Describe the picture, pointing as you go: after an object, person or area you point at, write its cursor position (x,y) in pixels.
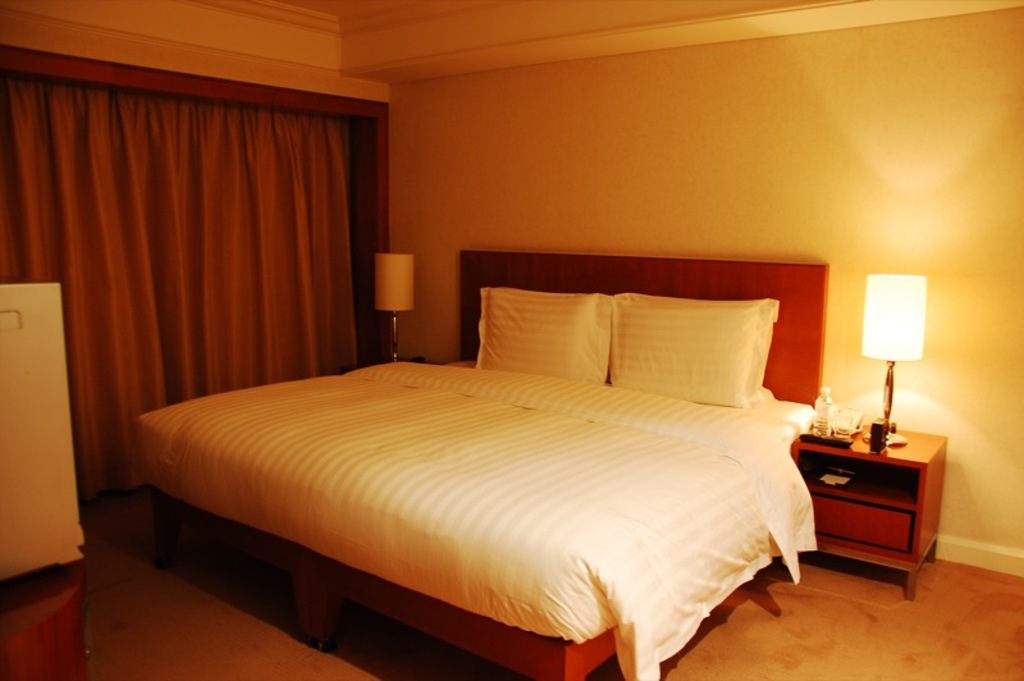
This picture is clicked inside the room (372,493). In this picture, we see the bed (542,505), pillows (617,367) and a blanket (528,454) in white color. On either side of the bed (580,415), we see tables (849,487) on which lamps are placed. We even see the water bottle (825,403) is placed on the table (861,493). Behind that, we see a white wall (697,165). On the left side (52,523), we see a cupboard (28,432). Behind that, we see the brown color curtain (192,263). At the top (284,63), we see the roof (389,61) of the room (242,65).
